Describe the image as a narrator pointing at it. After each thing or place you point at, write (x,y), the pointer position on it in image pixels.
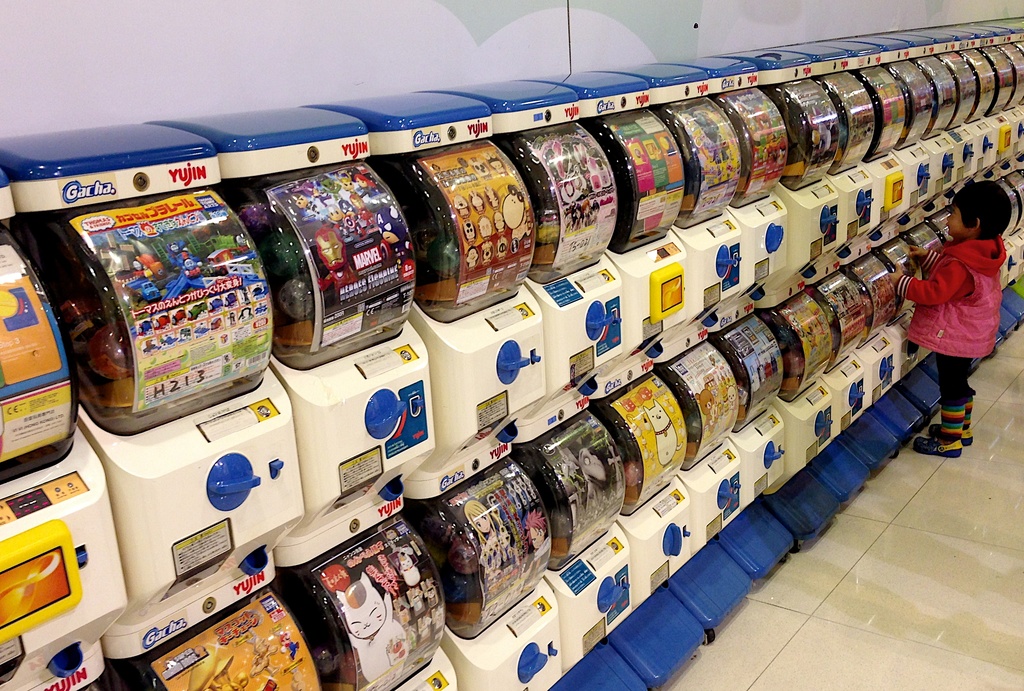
There are different types of toy machines (637,413) and a kid (908,298) is standing in front of one of the machine (901,310), he is wearing pink jacket (957,329).
